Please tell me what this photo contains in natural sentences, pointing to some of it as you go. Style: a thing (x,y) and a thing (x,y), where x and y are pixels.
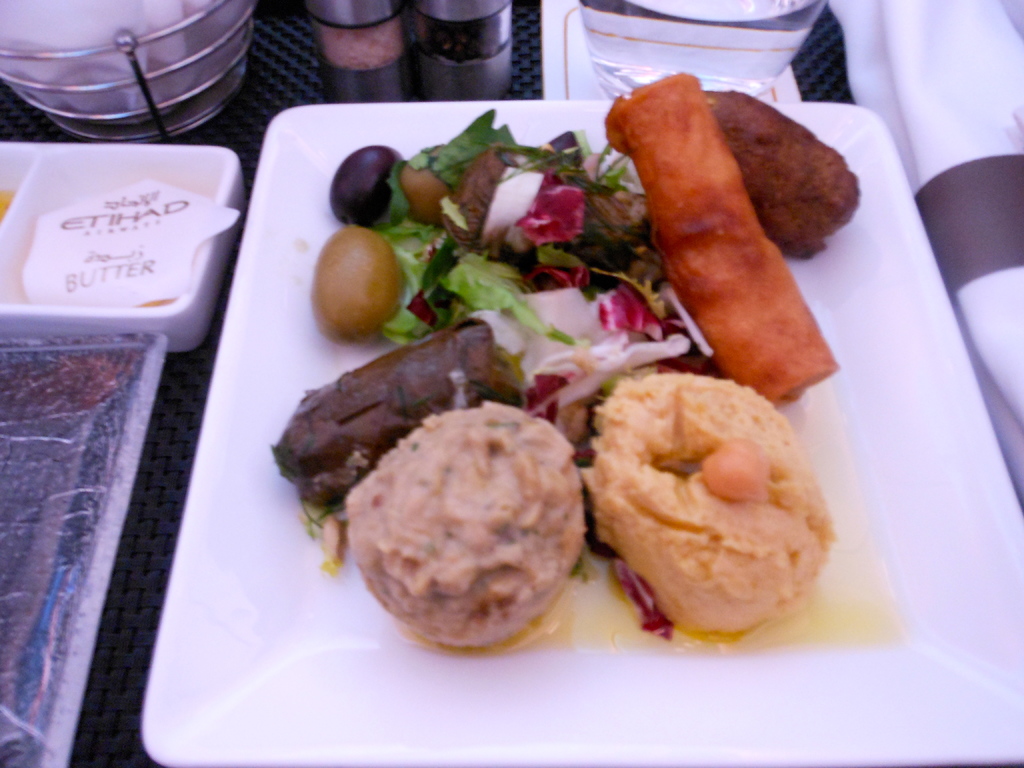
In this picture there is a plate (340,659) in the center of the image (362,380), which contains food items (668,147) in it and there is a glass (594,70) at the top side of the image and there are salt and pepper shakers (474,56) at the top side of the image (462,61), it seems to be there is a tissue holder (214,67) in the top left side of the image (94,26).
